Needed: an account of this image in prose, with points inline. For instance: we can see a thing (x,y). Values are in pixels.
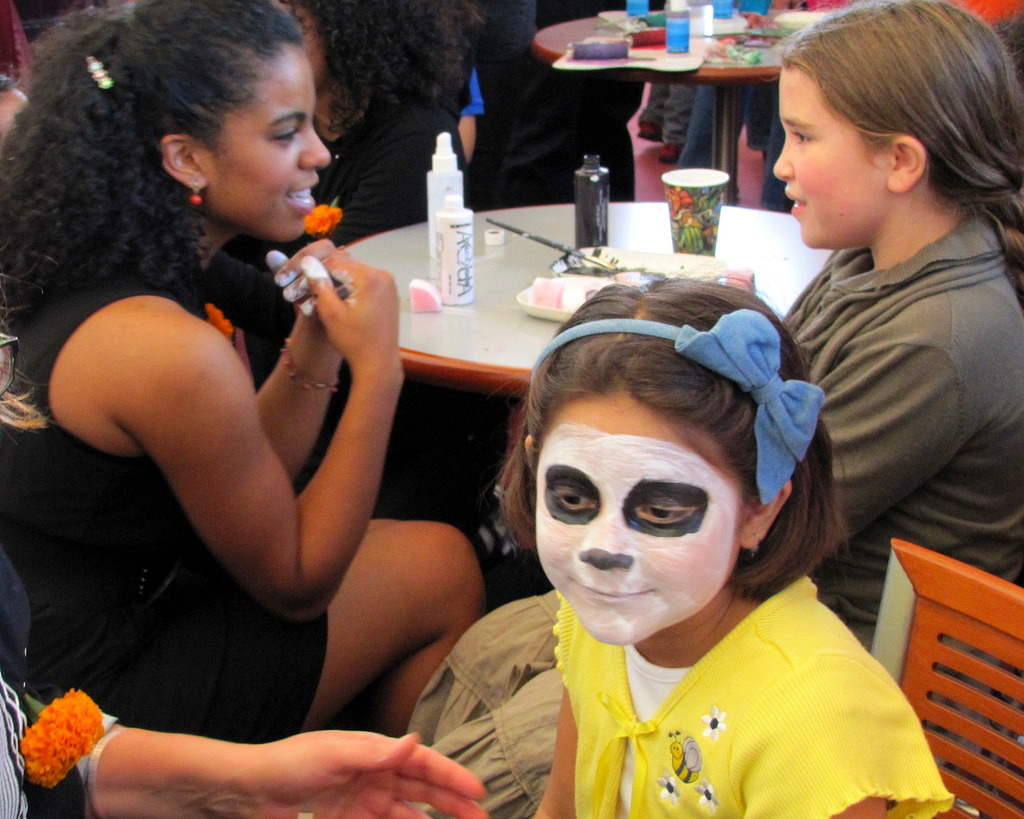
In this image, I can see a small girl (687,627) with a makeup (677,612) is sitting on the chair (961,687). This is a table (488,288) with the bottles (604,242), plate (618,262), glass (680,214) and few other things (603,266) on it. I can see few girls (257,239) sitting. Here is another table (720,75) with few objects (744,54) on it. At the bottom left side of the image (141,758), I can see a person's hand (233,760).
